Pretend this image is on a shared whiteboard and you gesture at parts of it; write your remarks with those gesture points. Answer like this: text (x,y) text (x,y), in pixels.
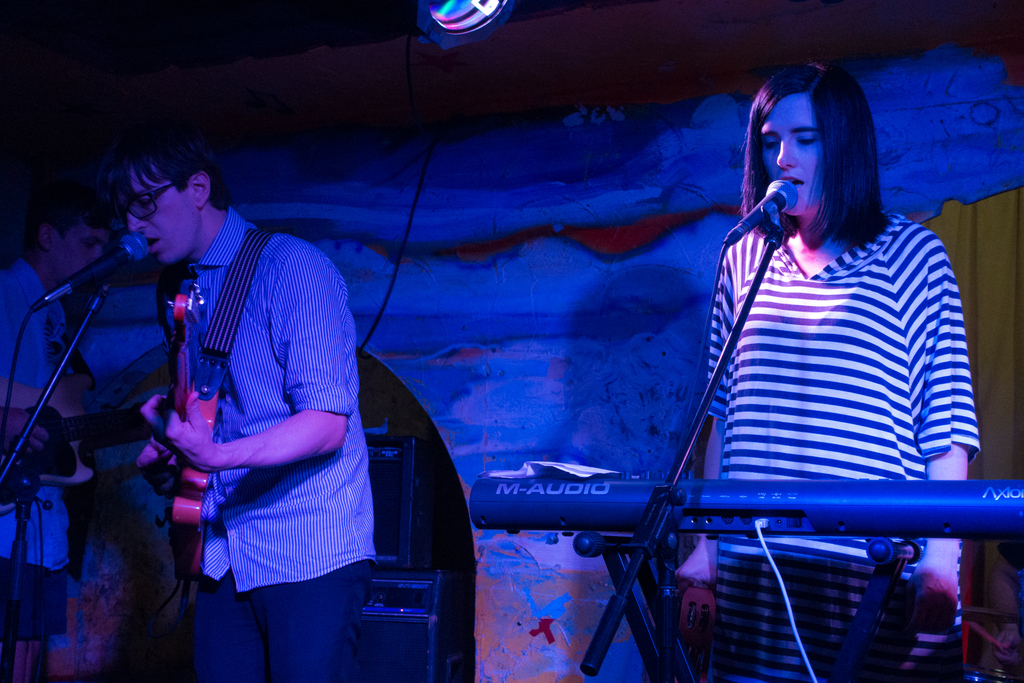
In the image there are few people (759,331) in the foreground (779,493), they are playing some music instruments (682,514) and in the background (382,212) there is some equipment (400,492) and a wall (513,393), there is a blue colour light (544,302) focusing everywhere in the picture.
